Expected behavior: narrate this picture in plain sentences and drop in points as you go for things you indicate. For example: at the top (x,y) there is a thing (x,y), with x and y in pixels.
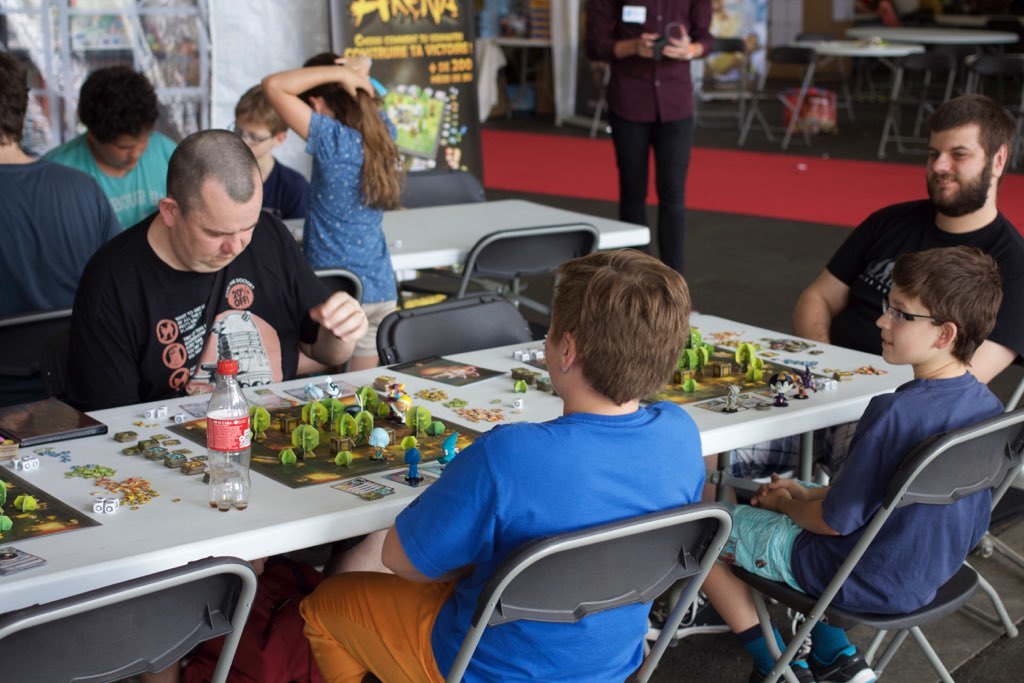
There are four people (694,485) sitting in front (885,430). Two boys (891,448) are sitting side by side. In front of them there is a man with black t-shirt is sitting. To the right corner (879,241) there is a man (879,244) with black t-shirt (871,255) is sitting. In between them there is a table (883,378) with a game board (395,460) on it. Behind them there is a girl (361,165) with blue shirt (354,215) is standing. In front of her there are three people (78,156) sitting. To the right top corner (956,37) there is a table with chairs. And there is a person (639,92) in the middle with maroon shirt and behind him there is a red carpet (838,180). In the middle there is a poster (444,96).
